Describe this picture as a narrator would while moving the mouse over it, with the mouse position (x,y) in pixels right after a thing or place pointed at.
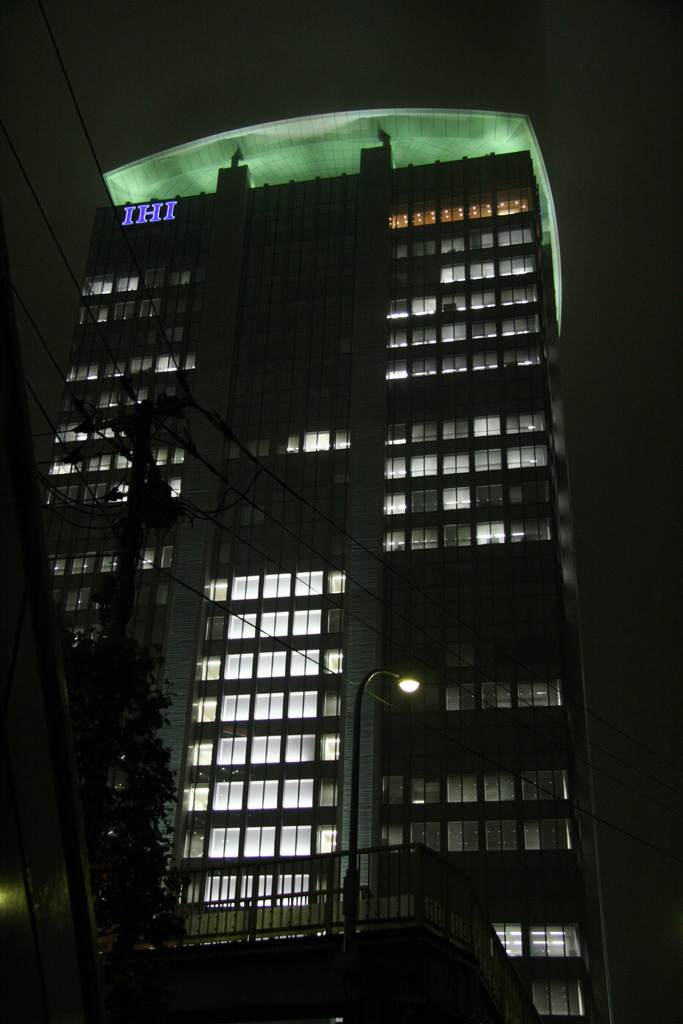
In this image we can see there is a building (317,360). The background (199,31) is dark.
